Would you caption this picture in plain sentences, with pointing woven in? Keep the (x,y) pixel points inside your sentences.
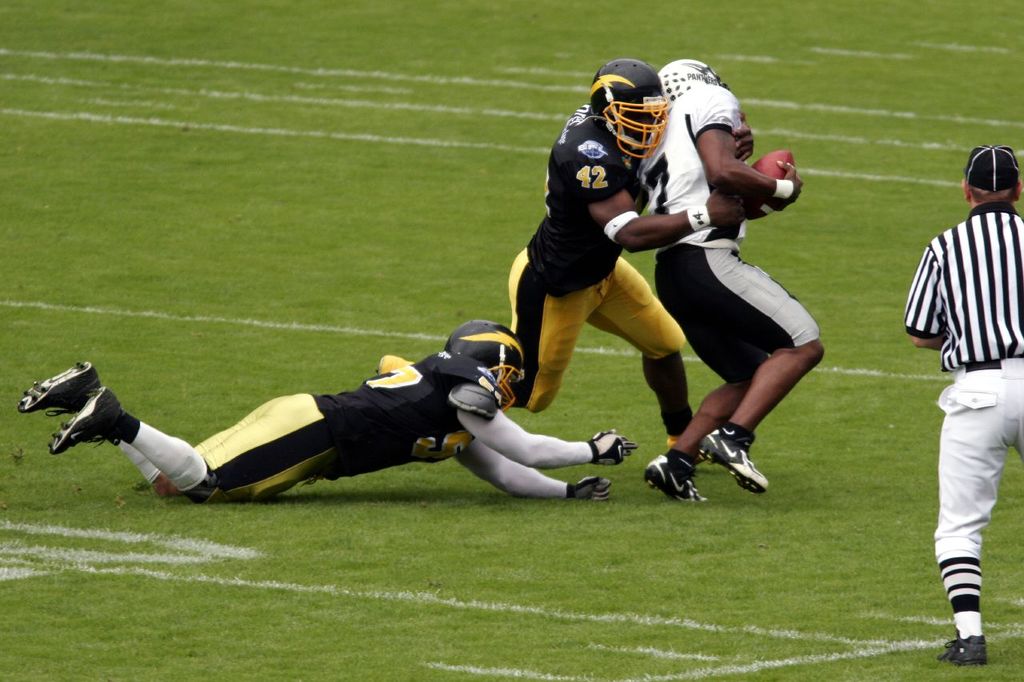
In this picture we can see four people (198,475) on the ground (859,515) and one person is holding a ball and in the background (455,272) we can see the grass (553,525).
